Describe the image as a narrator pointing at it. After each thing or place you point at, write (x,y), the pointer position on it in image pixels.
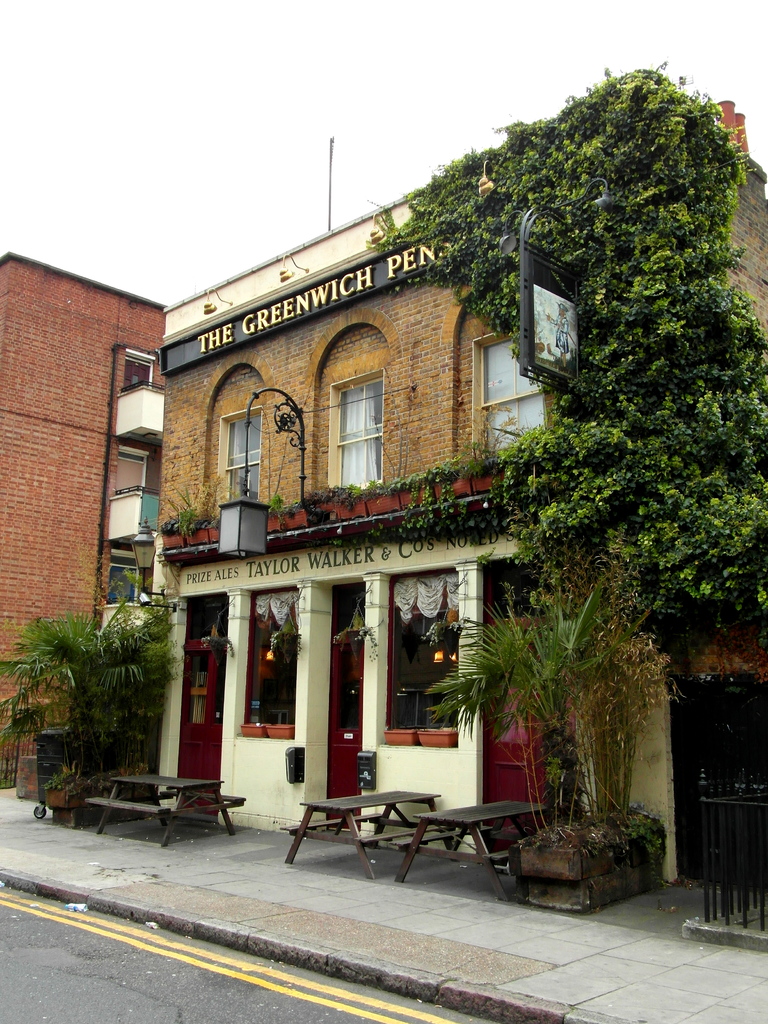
In the image there is a building (354,756) in the front of road (354,1011) with plants (75,755) and benches (104,800) in front of it and above its sky (434,82).
